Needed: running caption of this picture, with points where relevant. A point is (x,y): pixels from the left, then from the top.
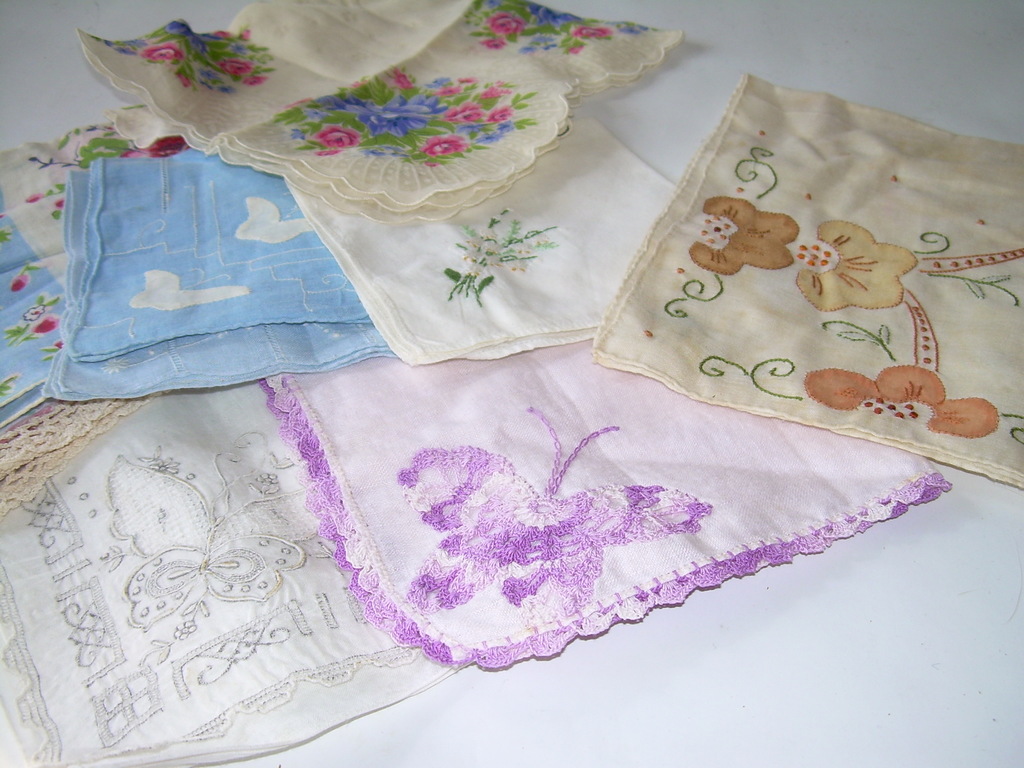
In this picture, we see the handkerchiefs (425,236) or the napkins (401,330) in white, blue and violet color. We see the design (515,2) in blue, brown and pink color. In the background (678,108), it is white in color.
